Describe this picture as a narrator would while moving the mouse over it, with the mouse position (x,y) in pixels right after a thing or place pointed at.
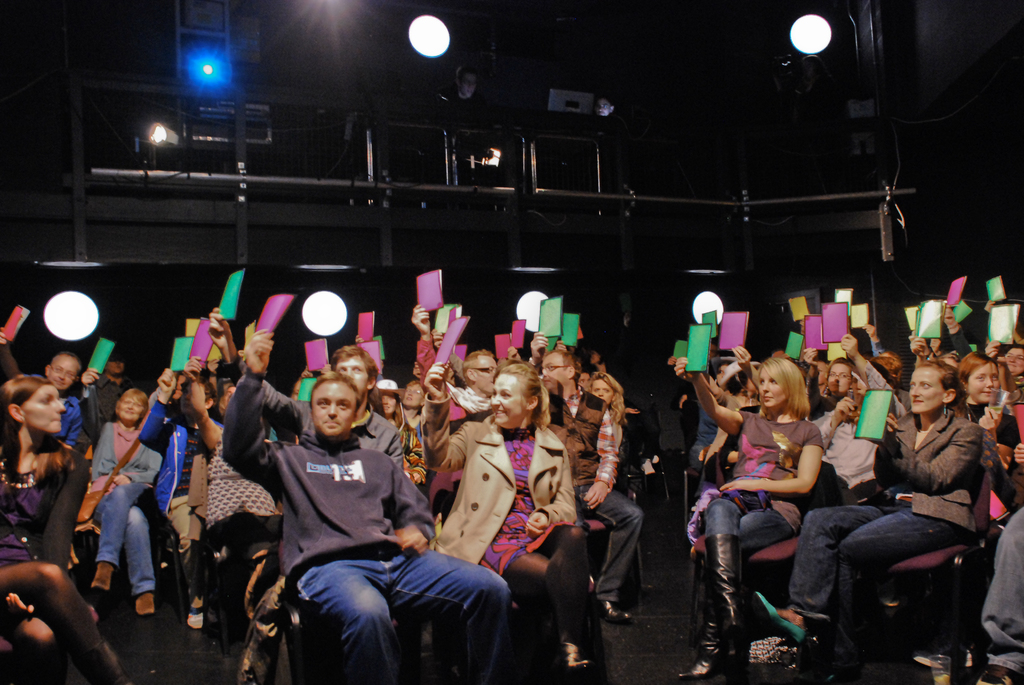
This picture describes about group of people (460,456), they are seated on the chairs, and they are holding an objects (240,271), in the background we can see few lights (194,62).
